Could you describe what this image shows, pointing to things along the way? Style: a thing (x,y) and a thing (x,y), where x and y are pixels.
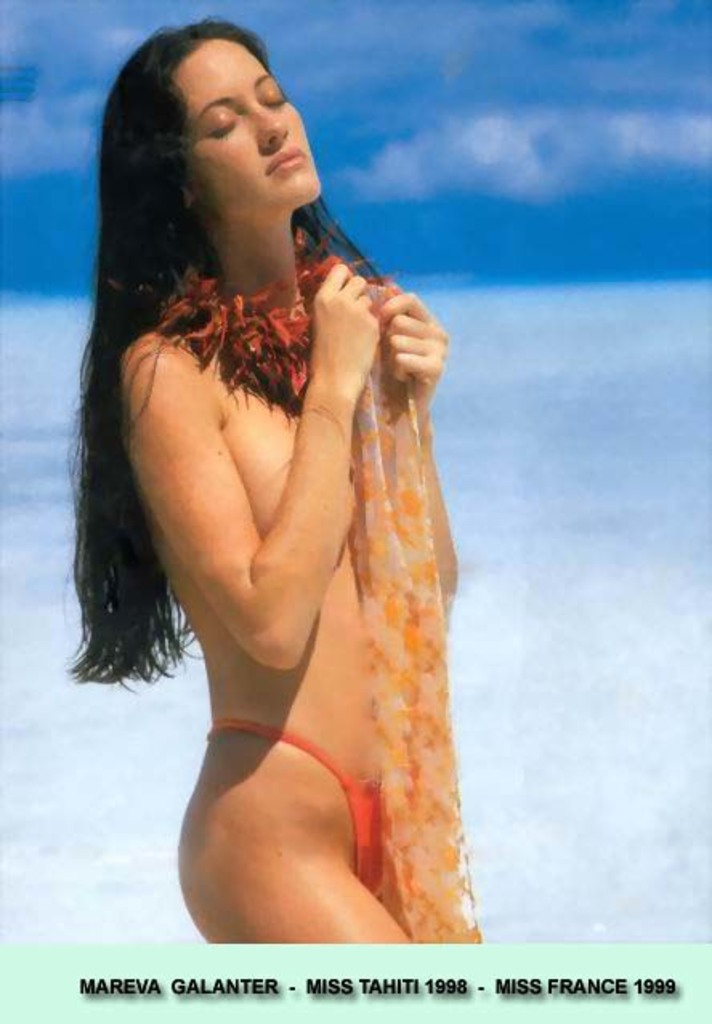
In this image I can see a woman (243,418) standing and holding cloth (398,484). Back I can see white and blue background (578,232).
